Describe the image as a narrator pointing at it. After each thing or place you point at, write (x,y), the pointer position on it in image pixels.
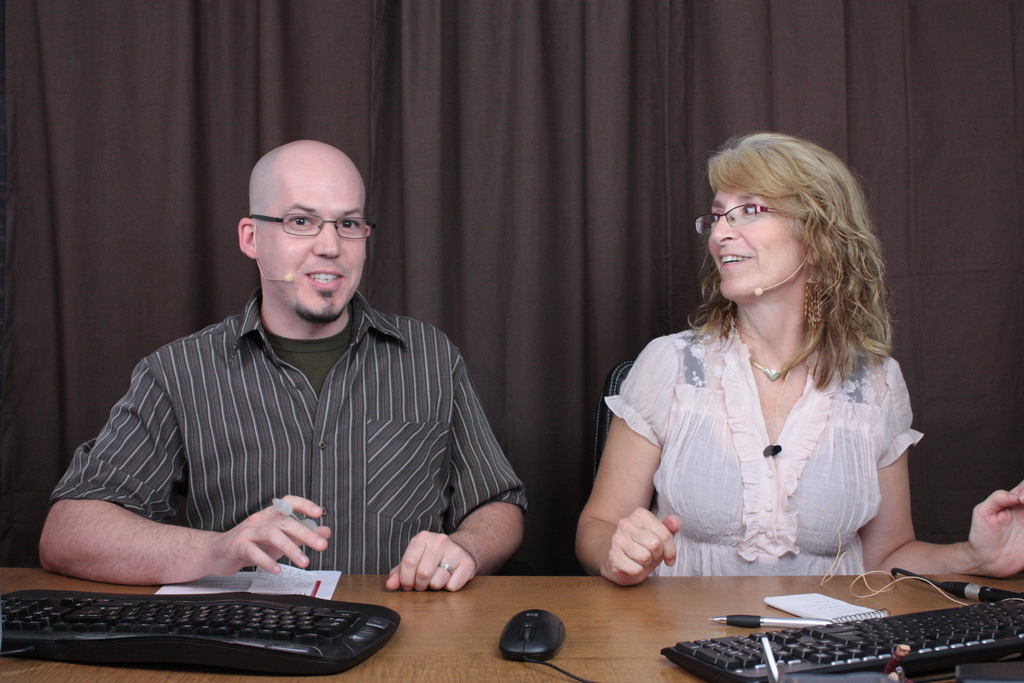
In the foreground of this image (472,476), there is a man (391,505) and a woman (739,407) sitting near a table (449,608) on which, keyboards (296,617), mouse (525,626), pen (818,620), papers (325,577) and a mic (963,594) are placed on it. In the background (566,151), there is a brown curtain (417,52).
